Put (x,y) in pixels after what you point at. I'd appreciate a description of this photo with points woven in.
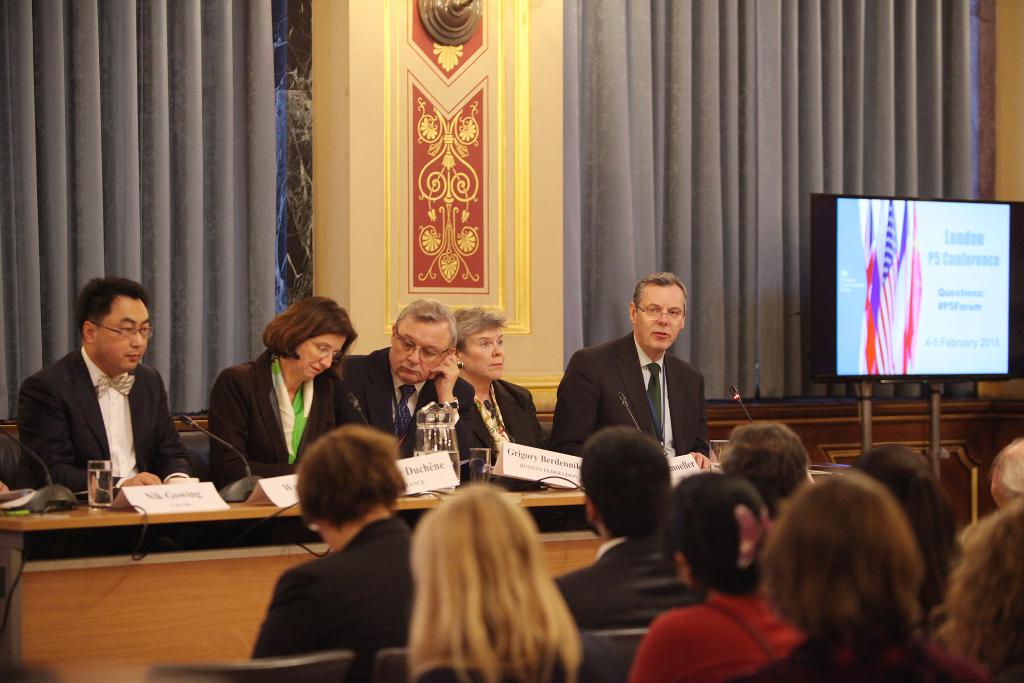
In the image we can see there are people (97,393) sitting on the chair (16,464) and on the table (77,571) there is a nameplate (508,458), jug (439,452) and glass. Behind there are curtains (247,311) and there is a tv screen (958,340). There are other people (719,585) sitting on the chair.
